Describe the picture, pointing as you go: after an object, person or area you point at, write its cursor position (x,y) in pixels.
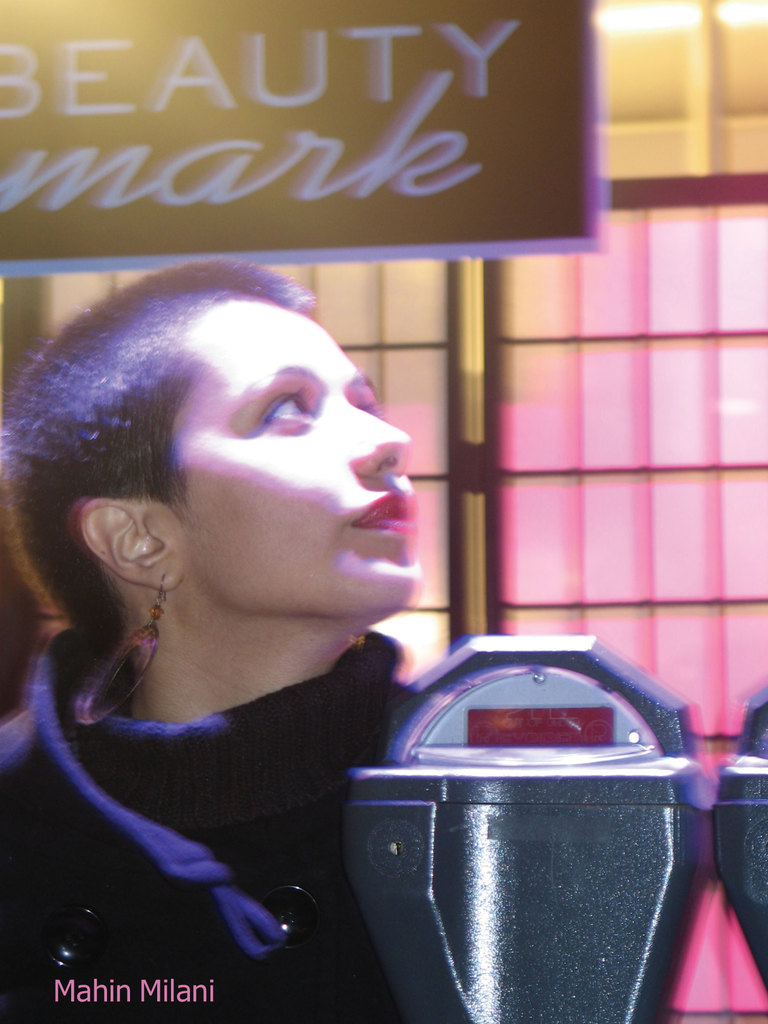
In this image we can see a woman (360,657) and some objects (397,862) beside her. We can also see a window (569,520) and a board (180,7) with some text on it.
